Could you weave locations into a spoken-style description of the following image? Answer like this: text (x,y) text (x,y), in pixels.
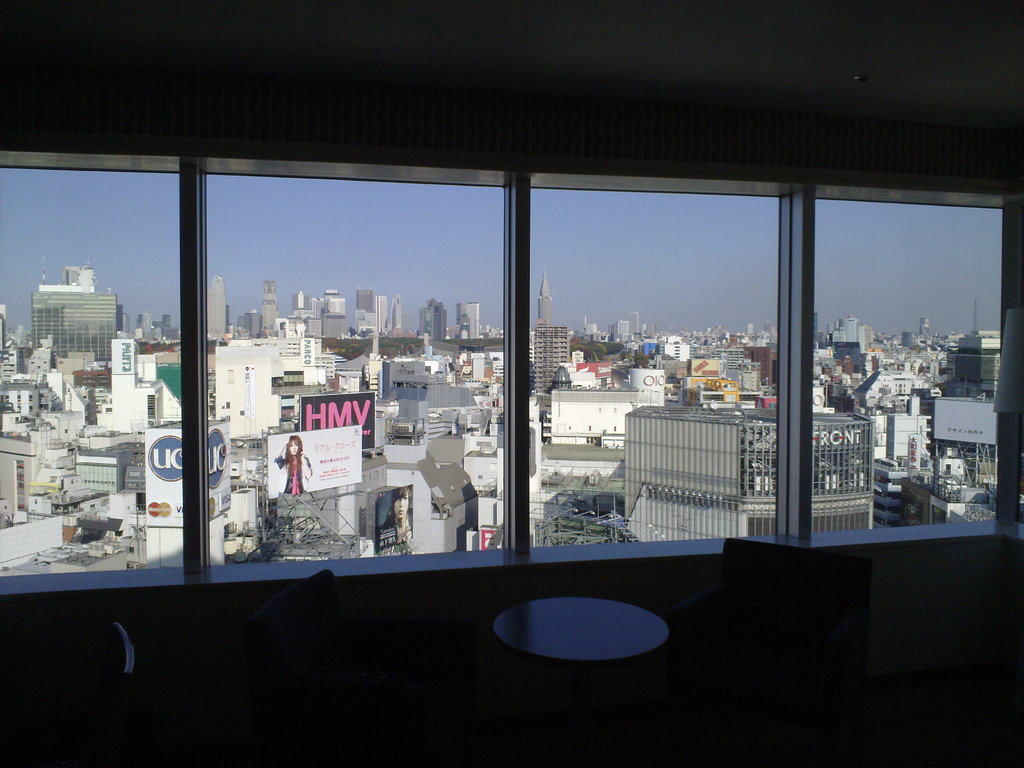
In this picture there is a table (594,627) which has few chairs (738,636) around it and there is a glass window (474,437) beside it and there are buildings (458,385) in the background (373,362).
